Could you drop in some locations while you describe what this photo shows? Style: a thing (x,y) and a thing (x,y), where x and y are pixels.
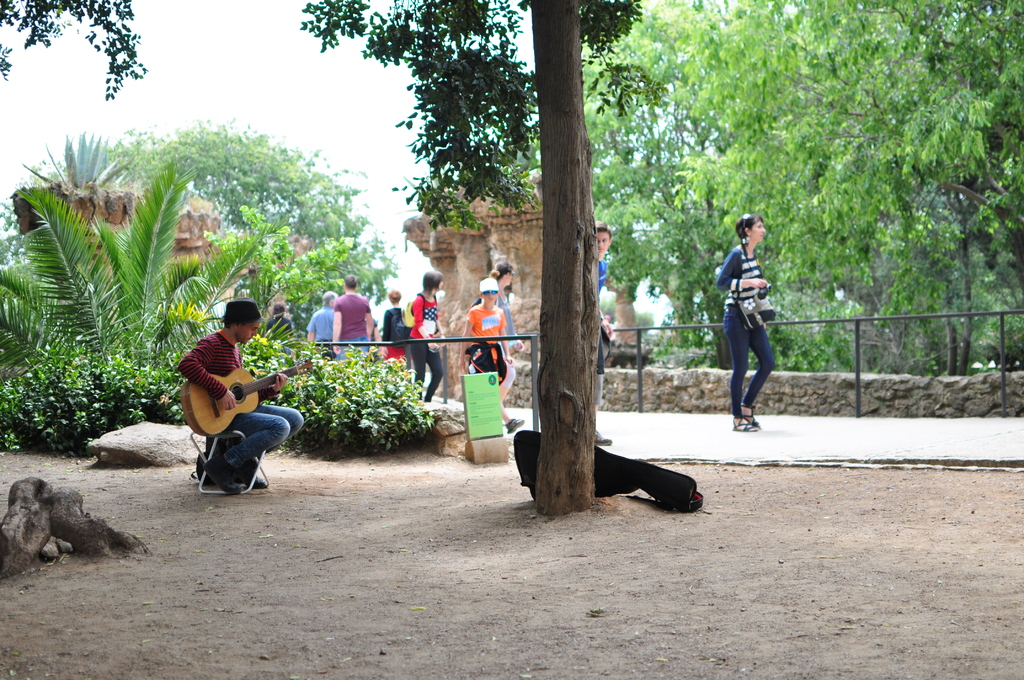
In this image we can see a man (254,425) sitting on the chair (191,433) and he is playing the guitar (273,382). Here we can see a few people (419,338) walking on the road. Here we can see a woman (735,333) holding the camera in her hand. Here we can see the trunk (581,352) of a tree (580,367). Here we can see the metal fence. In the background (763,244), we can see the trees (893,201).
